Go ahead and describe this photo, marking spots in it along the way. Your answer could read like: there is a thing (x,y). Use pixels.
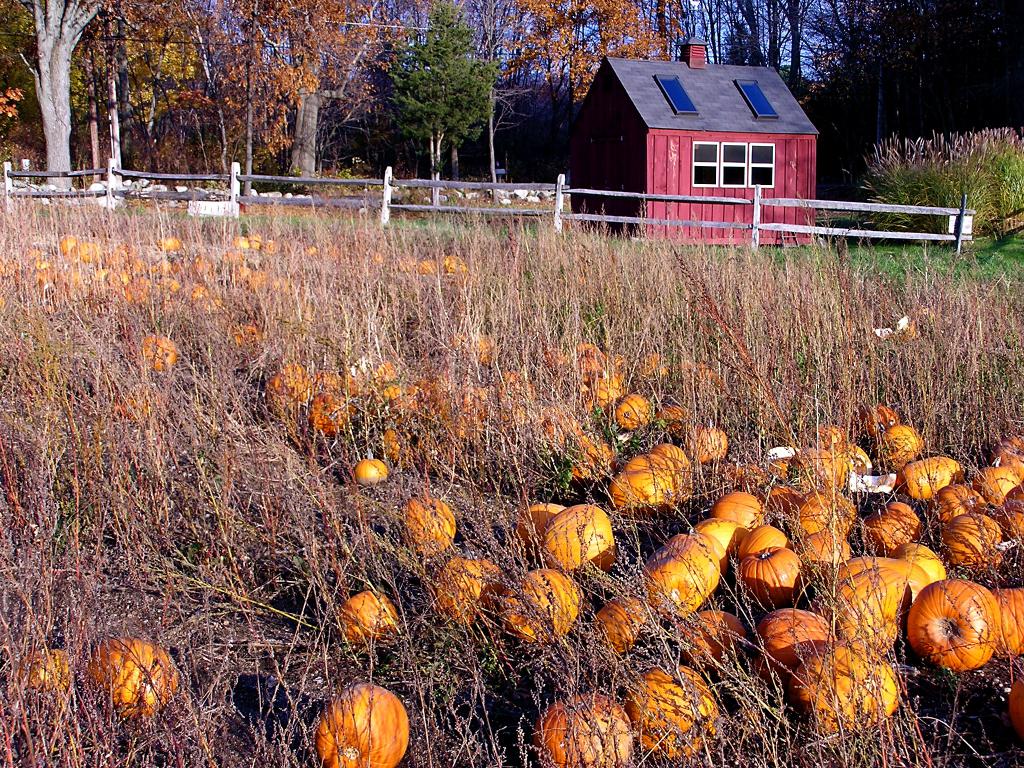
In front of the image there are pumpkins (75,240). There is grass (546,437) on the surface (412,447). There is a wooden fence (793,230). There is a house (741,180). In the background of the image (1002,169) there are trees (487,108) and plants (1021,168).
